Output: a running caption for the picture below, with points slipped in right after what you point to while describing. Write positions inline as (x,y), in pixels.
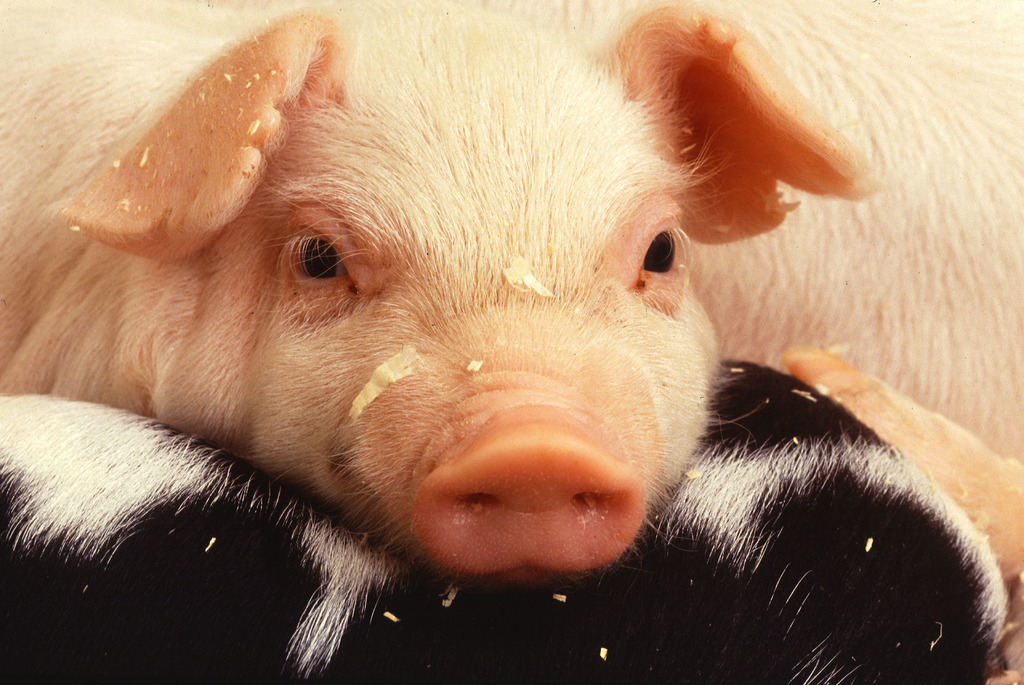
In this image, we can see a pig (614,287). At the bottom (846,494), we can see an animal (301,627) which has white and black color hair (457,629).
